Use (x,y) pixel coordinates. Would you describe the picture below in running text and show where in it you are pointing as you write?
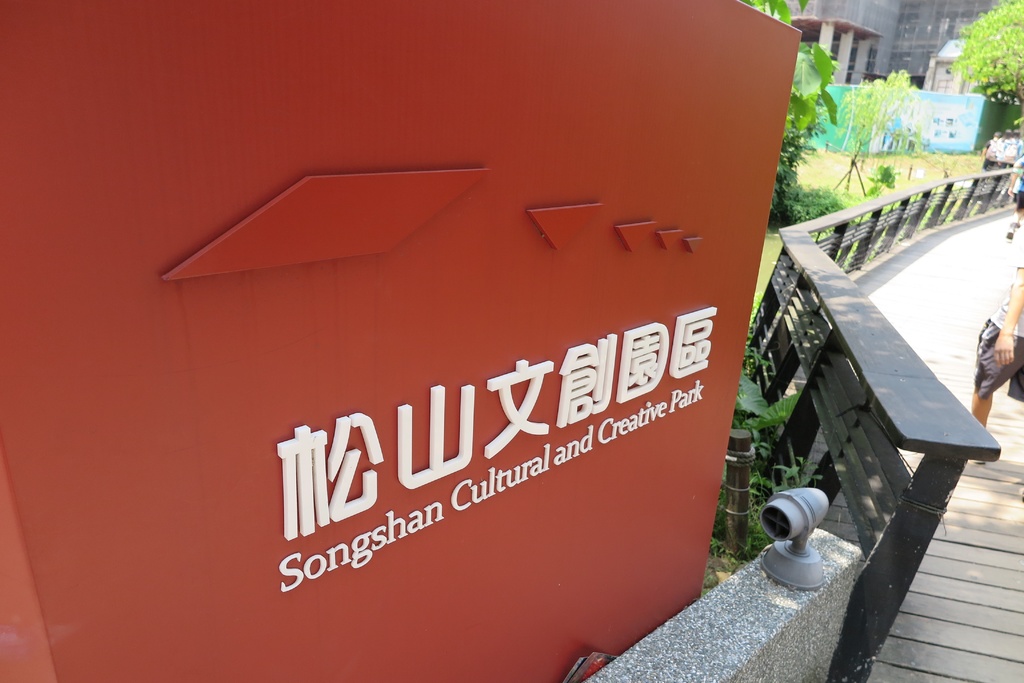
In this picture we can see name board (365,419). On the right side of the name board (513,451) there is a wall (747,627) and the fence (892,432). There are two people (1020,280) walking on the walkway (982,282). On the left side of the fence (967,183) there are trees (814,92). At the top right corner of the image (878,41) there is a building (906,50).
